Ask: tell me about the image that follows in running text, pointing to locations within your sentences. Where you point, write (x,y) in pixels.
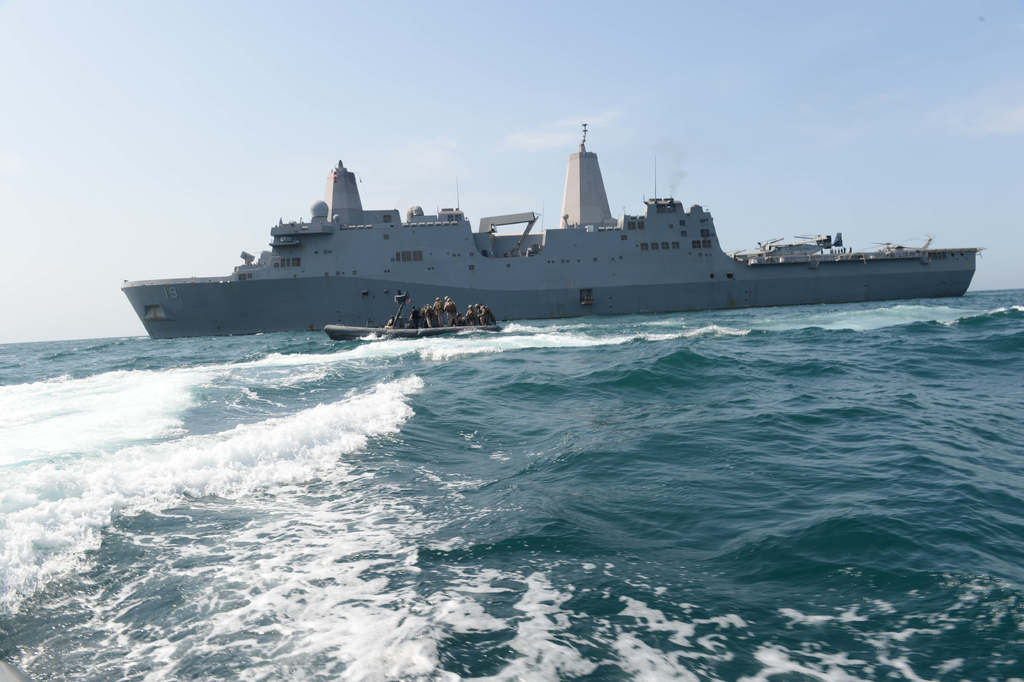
In this image we can see a ship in the ocean (694,329) and near to the ship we can see a boat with some people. At the top (823,128), we can see the sky (189,132).
